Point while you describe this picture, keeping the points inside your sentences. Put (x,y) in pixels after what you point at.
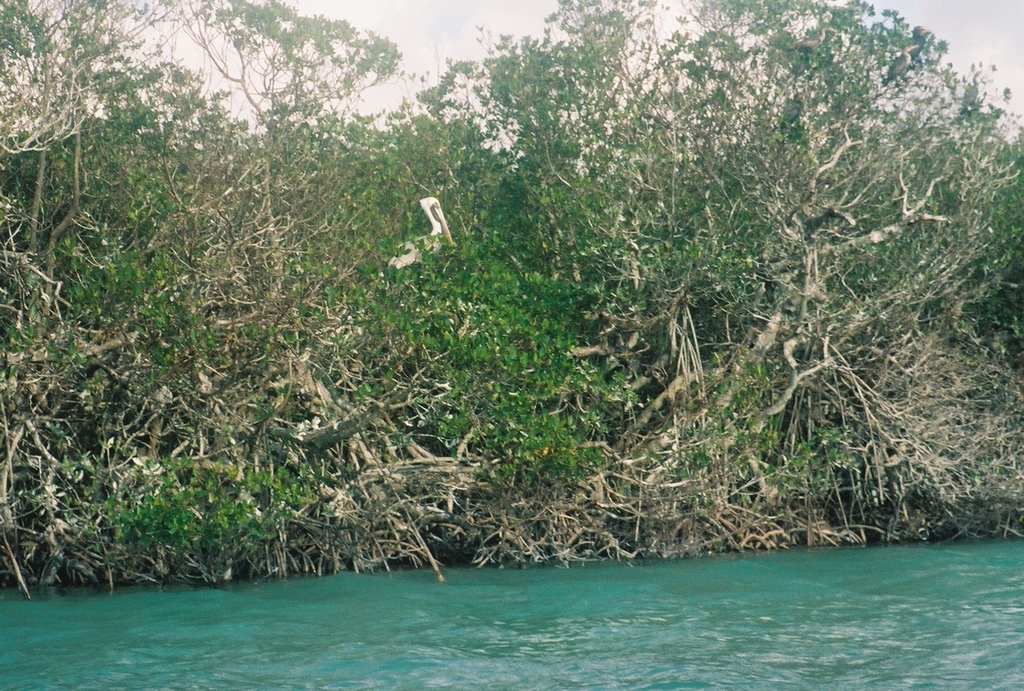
In this picture we can see some trees (592,260) here, at the bottom (685,655) there is water (637,664), we can see the sky (426,41) at the top of the picture (426,41).
